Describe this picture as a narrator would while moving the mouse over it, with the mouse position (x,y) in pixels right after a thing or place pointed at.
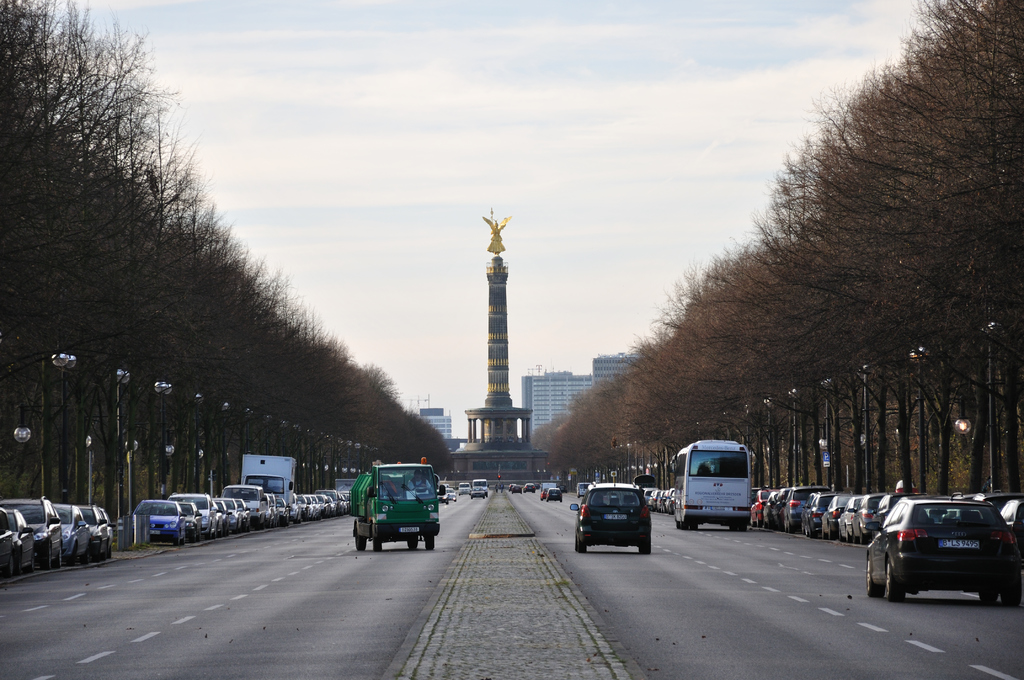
We can see vehicles (408,486) on the road (327,527) and we can see vehicles (260,500) parking on the surface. We can see trees (754,436) and lights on poles (162,407). In the background (530,403) we can see sculpture (498,244) on tower (495,369), buildings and sky (435,210).
